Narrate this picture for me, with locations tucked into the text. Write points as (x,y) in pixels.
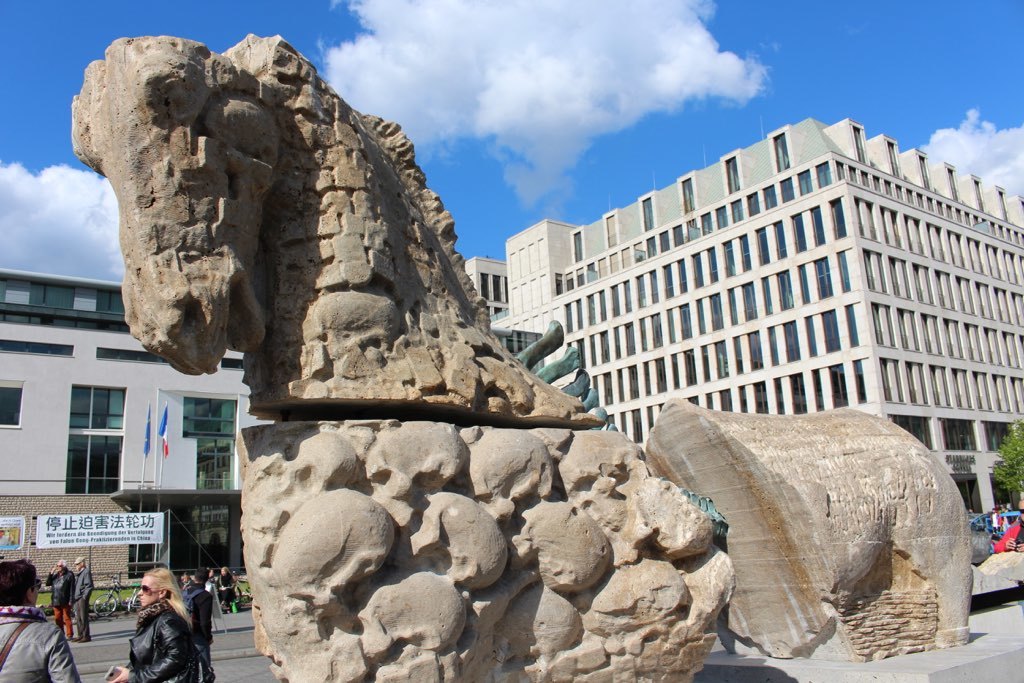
In front of the image there are rock structures (345,323). There are people (41,627) standing on the road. There are banners (2,520), flags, cycles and a tree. In the background of the image (41,307) there are buildings (997,341). At the top of the image (617,145) there are clouds (567,158) in the sky (618,126).
